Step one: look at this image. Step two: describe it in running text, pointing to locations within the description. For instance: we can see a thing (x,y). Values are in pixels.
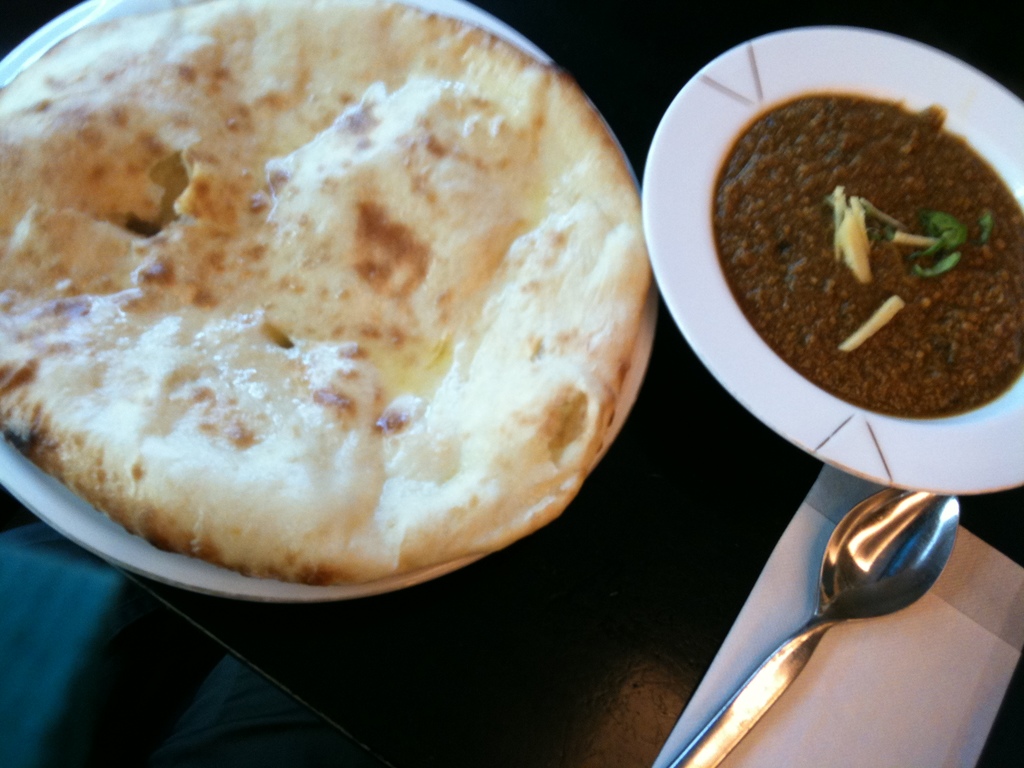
The picture consists of a table (711,515), on the table (695,525) there are plate (137,558), bowl (858,450), tissue (870,626), spoon (843,614) and food items (378,293).
